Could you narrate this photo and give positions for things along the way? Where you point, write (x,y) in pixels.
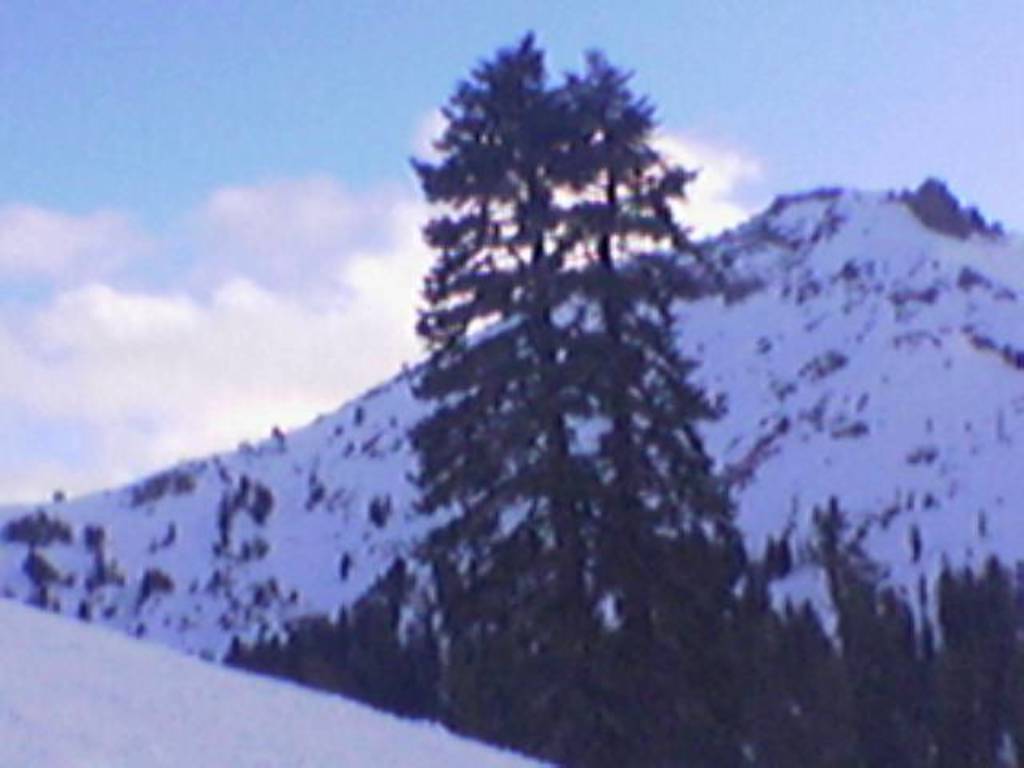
In this image we can see an ice hill (930,462), some trees (733,592) and the sky (268,317) which looks cloudy.
